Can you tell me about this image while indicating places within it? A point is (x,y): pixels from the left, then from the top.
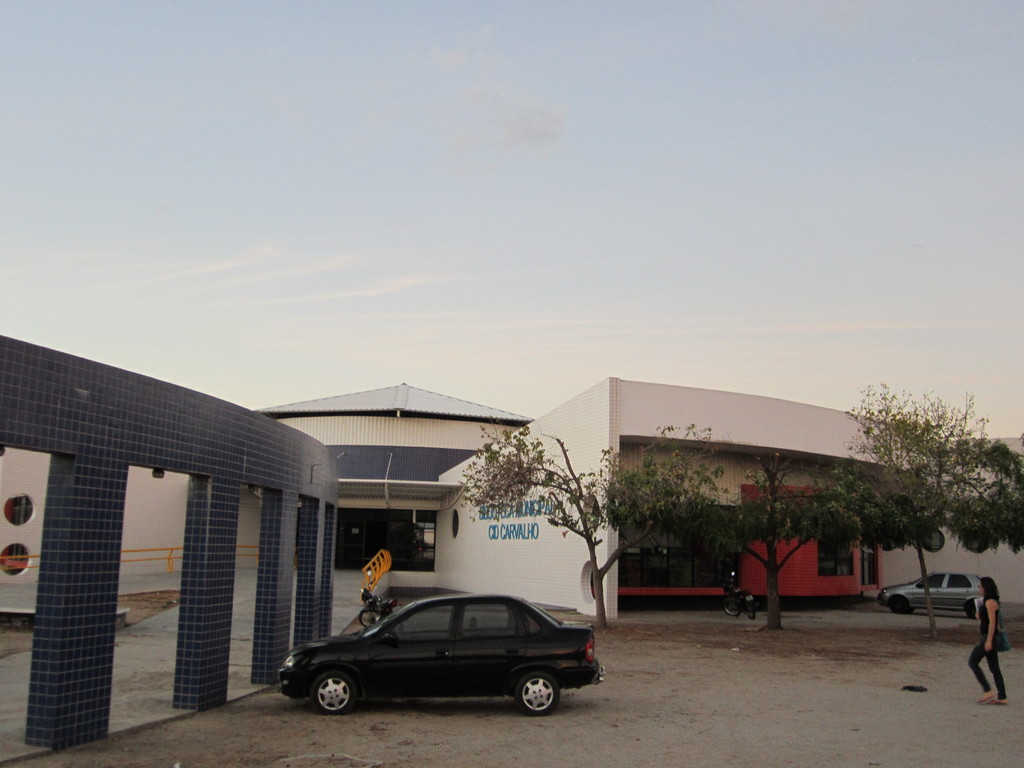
In this image there is a car (455,683) in the center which is black in colour. On the left side (62,556) there is a wall (103,535). In the background (402,528) there is a building (458,518) and there are trees (919,537). On the right side (978,644) there is a woman (995,640) walking and there is a silver colour car (935,596) and a bike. In the background (514,533) there is some text (522,530) written on the wall (535,526) and the sky (567,351) is cloudy.
